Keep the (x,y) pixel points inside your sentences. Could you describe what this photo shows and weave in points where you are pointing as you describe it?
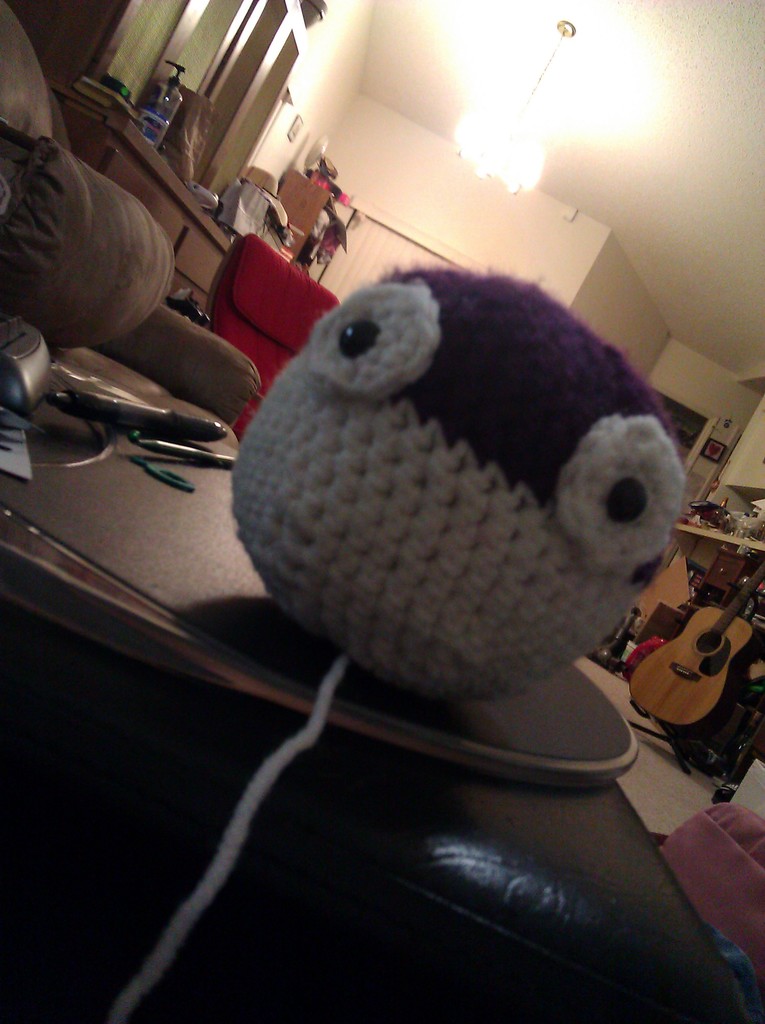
In this image in the front (258,640) there is a table (274,635), on the table (183,475) there are objects (463,465) which are white and purple in colour and there are objects (132,408) which are black and brown in colour. In the background (722,652) there is a musical instrument (711,632), there is table (175,198), on the table (164,205) there are objects (250,176) and there is an object (282,301) which is red in colour. On the right side (711,522) there is a shelf (700,519), on the shelf (700,530) there are objects (699,519) and at the top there are lights (544,66). In the background (477,214) there is a wall (431,199) and there are frames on the wall (716,414).
